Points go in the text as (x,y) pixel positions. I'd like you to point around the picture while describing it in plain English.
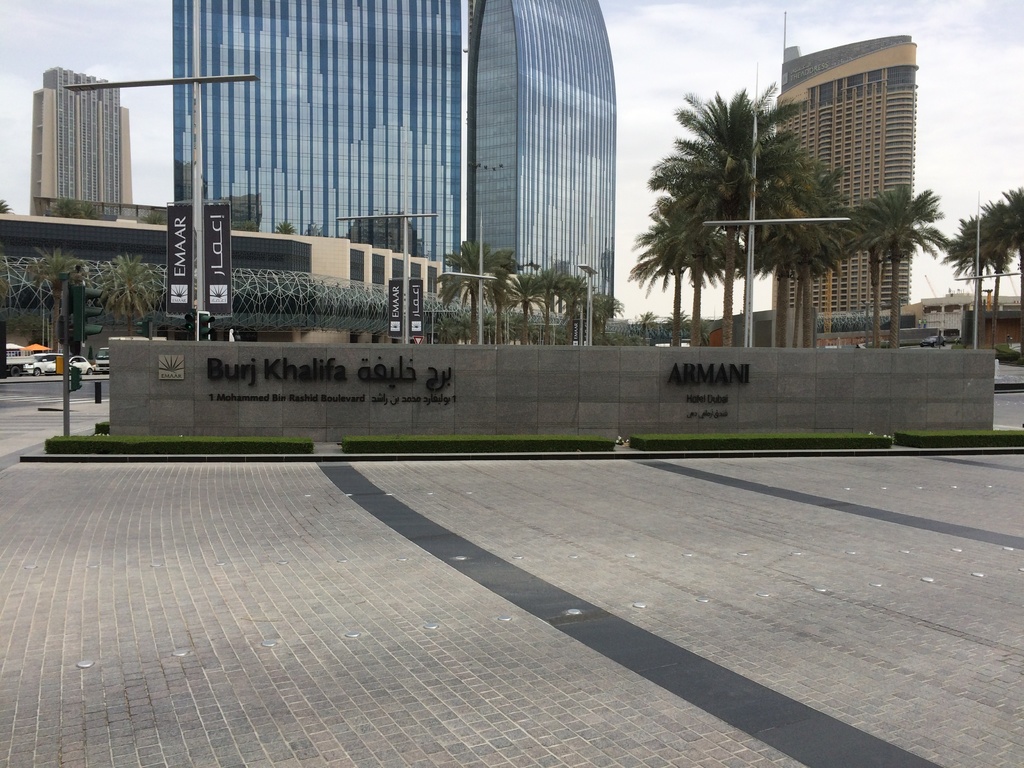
In the foreground (698,334) I can see grass (77,440), wall fence (490,421), board (252,375), light poles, vehicles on the road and trees (729,333). In the background (953,226) I can see buildings (907,161), towers (540,158) and the sky (928,175). This image is taken during a day.
